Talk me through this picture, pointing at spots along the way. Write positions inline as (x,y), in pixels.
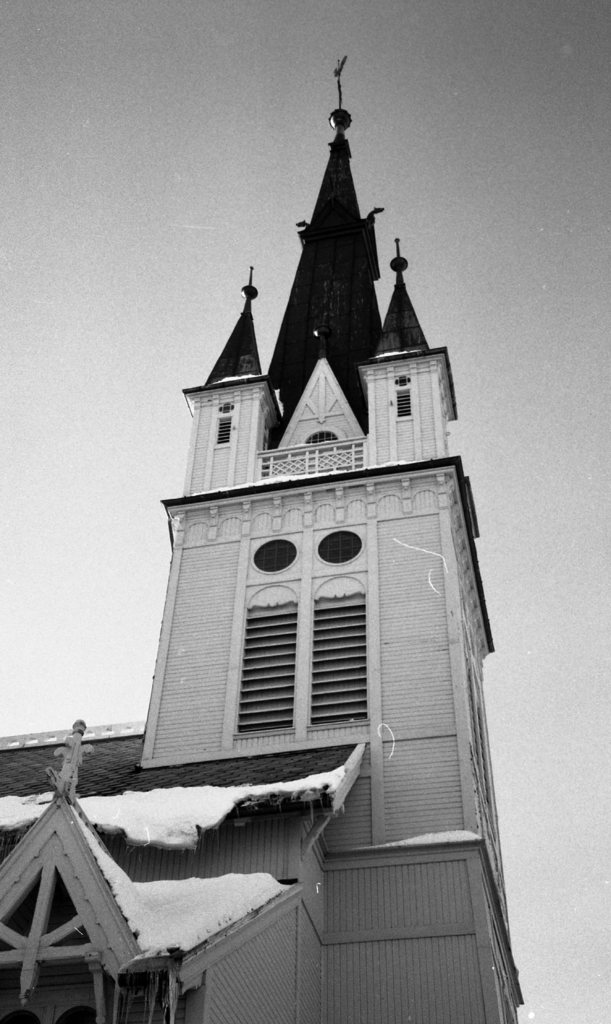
In this picture we can see a building (276,638), there is some snow (184,800) on the roof (184,817), we can see the sky (166,452) at the top of the picture (177,106), it is a black and white image.
